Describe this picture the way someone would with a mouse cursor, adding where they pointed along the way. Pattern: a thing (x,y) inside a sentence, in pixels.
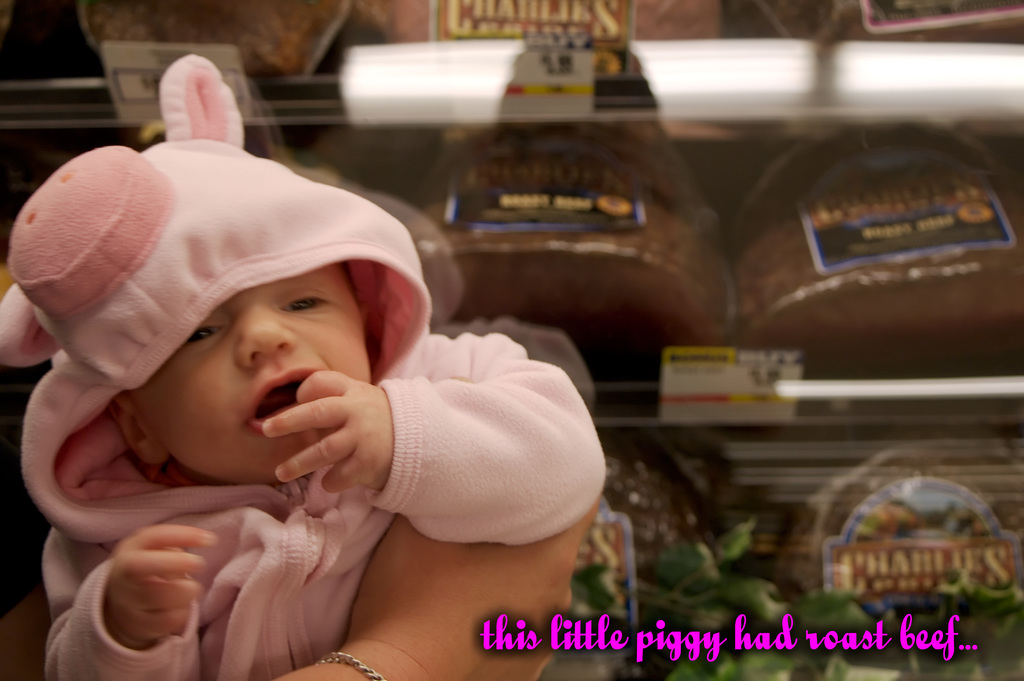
This image consists of an infant (318,524) wearing a pink dress (174,490). In the background (734,442), there is a rack (747,471) in which many things (668,286) are kept.
